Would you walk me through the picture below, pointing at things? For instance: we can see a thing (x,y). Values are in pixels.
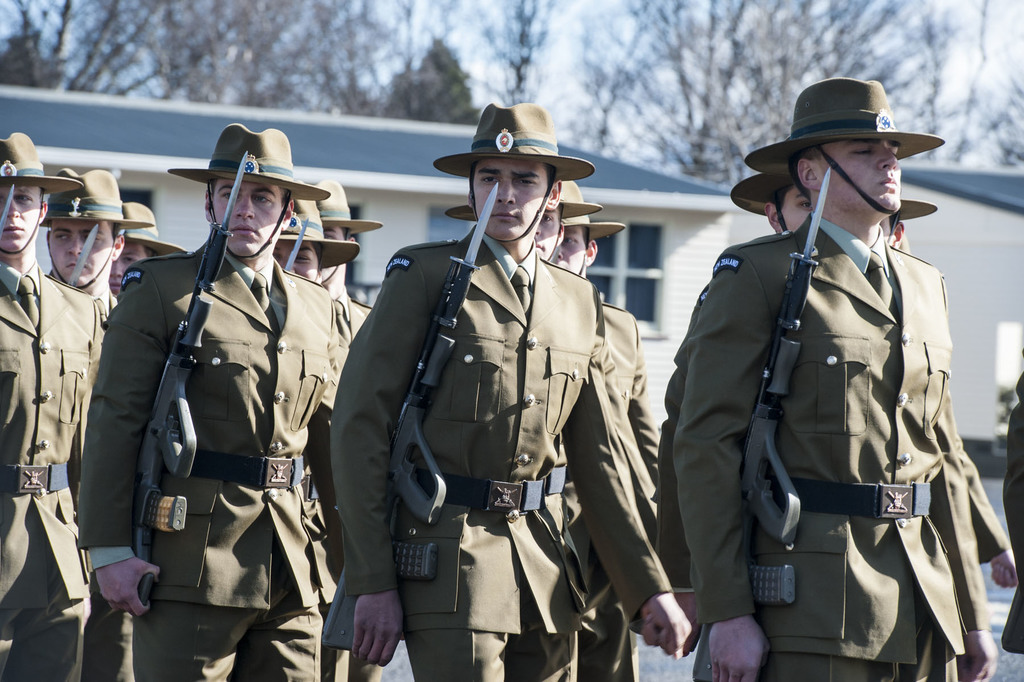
In this image we can see people (316,290). They are wearing hats (246,175). Some are holding guns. In the background (690,239) there are buildings (640,235) with windows (600,257). Also there are trees (871,35) and sky (548,43).
